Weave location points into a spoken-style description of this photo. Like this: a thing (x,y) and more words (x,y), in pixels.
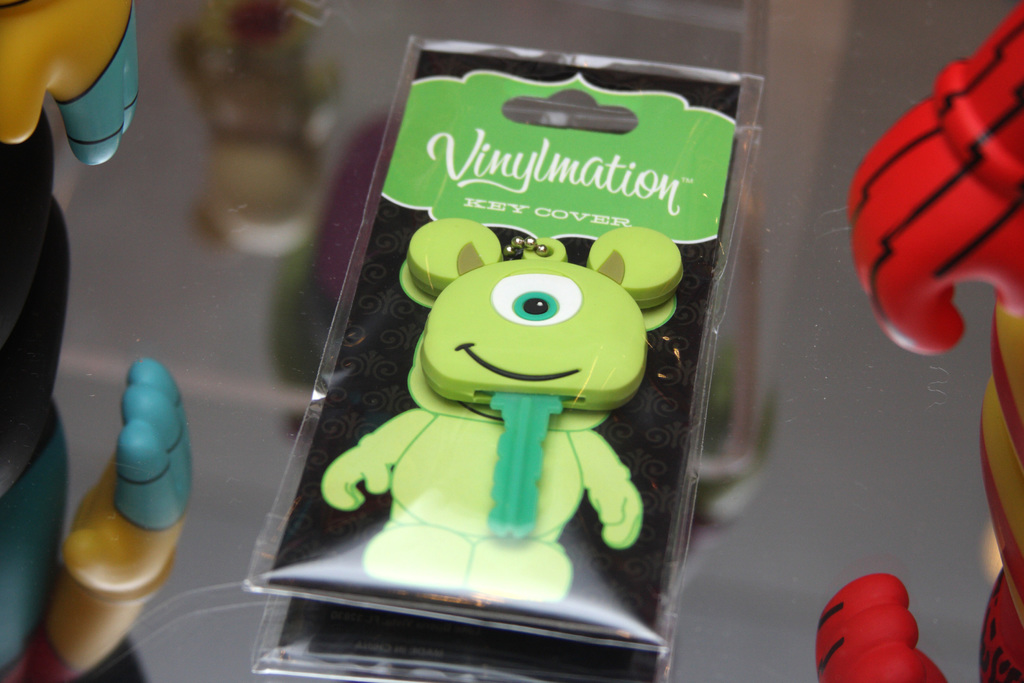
In this image, we can see a table (725,540). In the middle of the table (636,18), we can see a toy keychain (505,517). On the right side of the table (743,539), we can see a red color toy (1011,103). On the left side of the table (175,15), we can also see the hand (97,51) of a toy (83,64).
